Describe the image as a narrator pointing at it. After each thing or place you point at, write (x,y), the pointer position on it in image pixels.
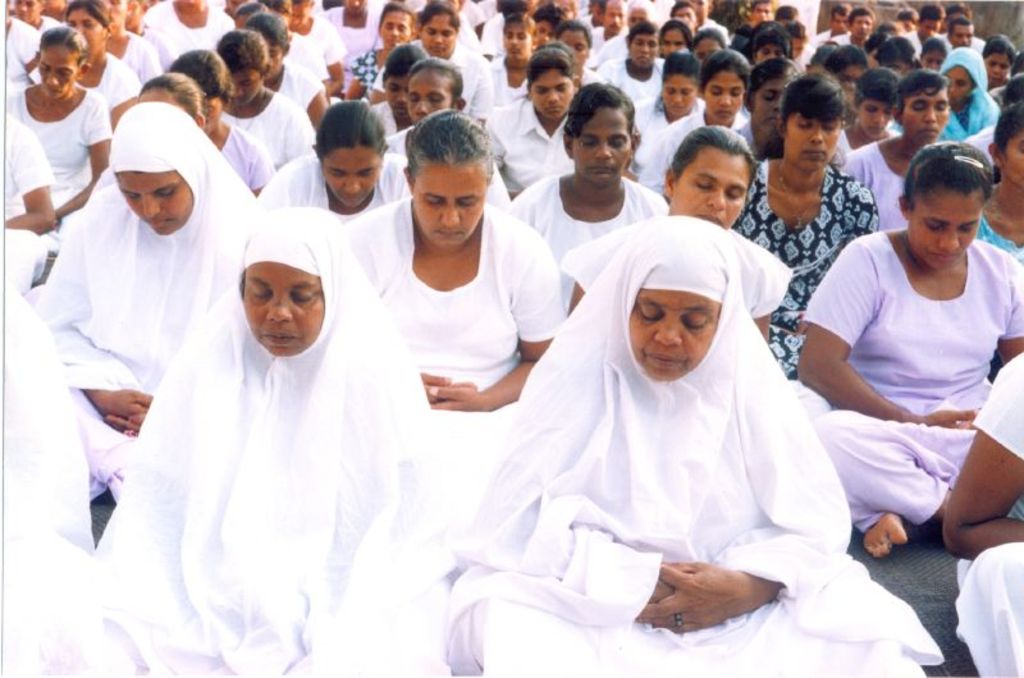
In this picture I can see a group of people (563,319) are sitting and closing their eyes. Among them some are wearing white color clothes (366,425).
